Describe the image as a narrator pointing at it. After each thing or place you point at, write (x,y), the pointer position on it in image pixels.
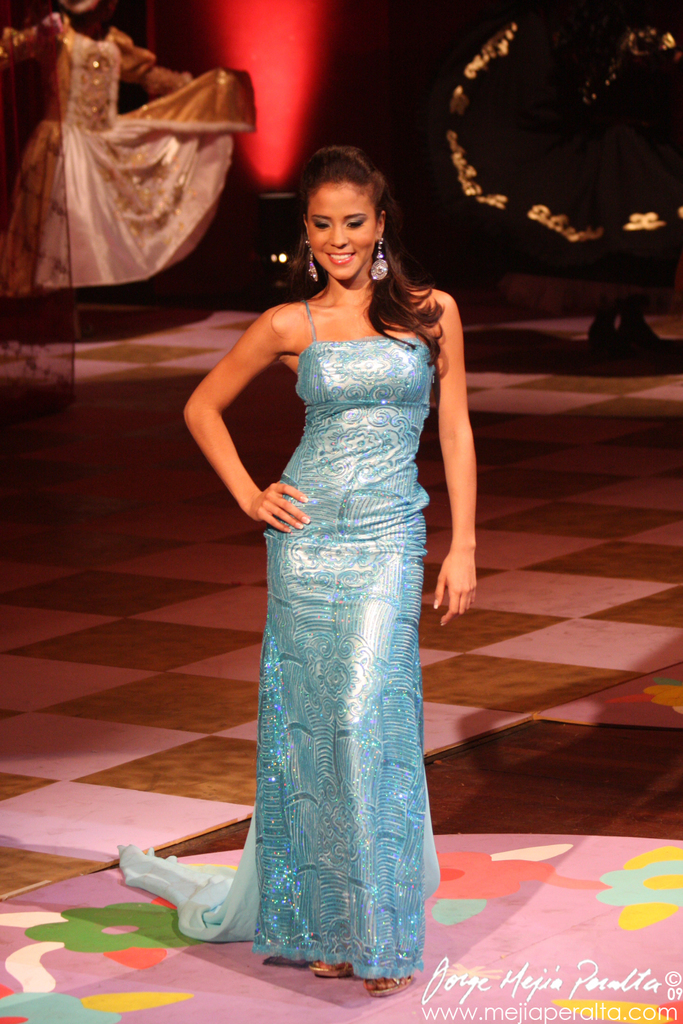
In the middle of the image (450,364) a woman (233,906) is standing and smiling. Behind her two persons (646,36) are standing.
